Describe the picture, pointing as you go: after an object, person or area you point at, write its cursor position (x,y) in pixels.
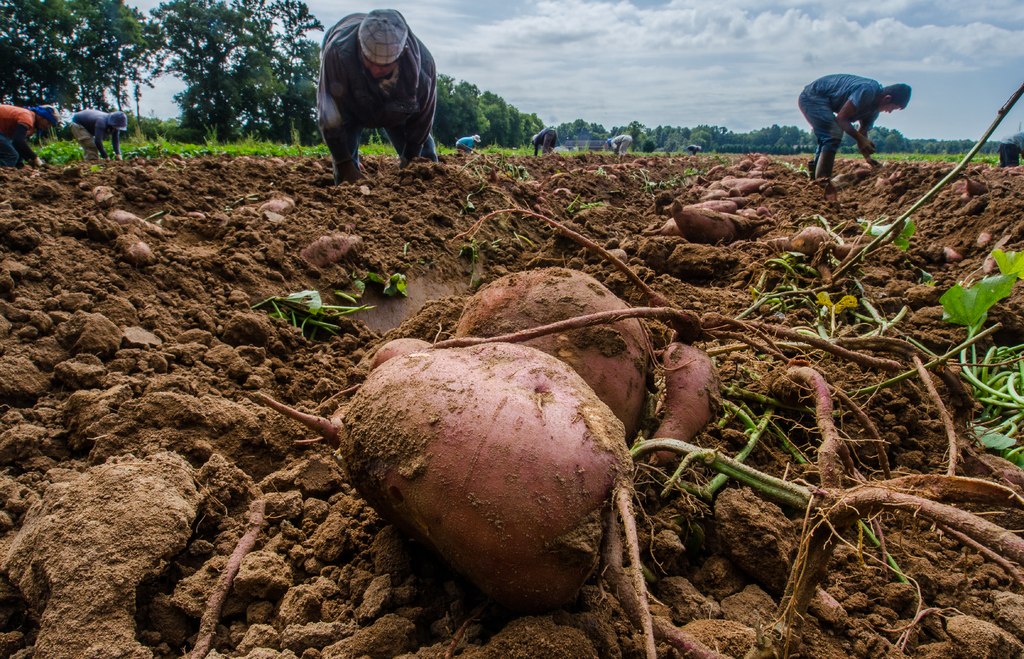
There are sweet potatoes (501,416). People (83,135) are digging. There are trees (89,58) at the back (21,95).
